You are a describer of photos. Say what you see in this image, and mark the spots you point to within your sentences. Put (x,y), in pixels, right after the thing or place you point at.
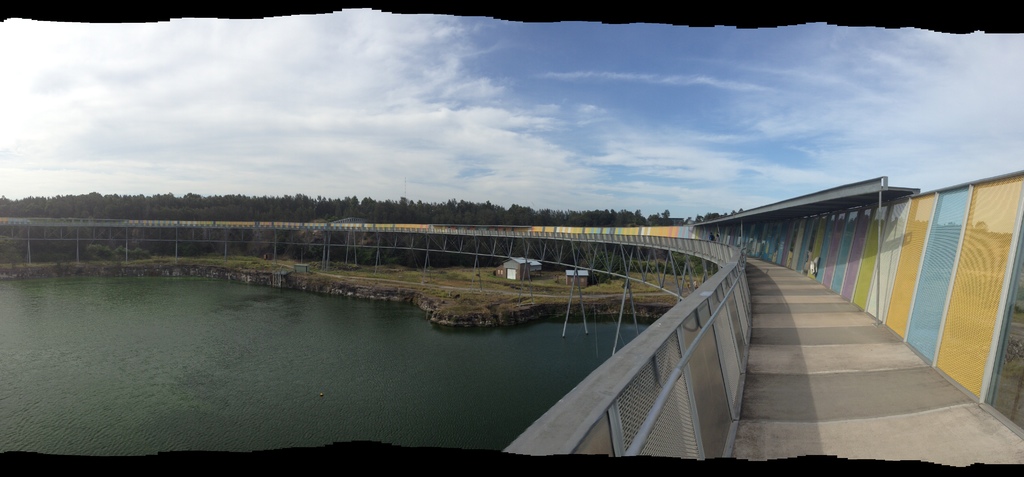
In this image we can see a lake (284,362). There is a bridge (823,362) in the image. There is a bridge fencing (901,261) in the image. There is a blue and a slightly cloudy sky (608,122) in the image. There is a grassy land (437,273) in the image. There are many trees (413,218) in the image.
